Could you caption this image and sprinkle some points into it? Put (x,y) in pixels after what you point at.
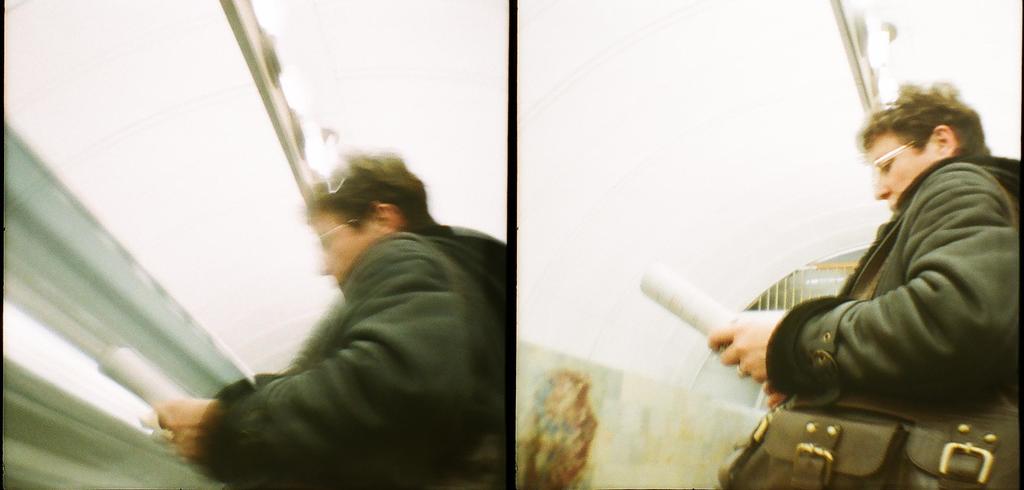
In this picture there is a woman (495,437) standing and holding an object (150,368) in her hands (194,425) and in this picture there is a woman (875,135) who has spectacles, standing and holding an object (692,311) in her left hand (740,335), there is a ring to her finger (749,365) and she is wearing a handbag (875,436).
